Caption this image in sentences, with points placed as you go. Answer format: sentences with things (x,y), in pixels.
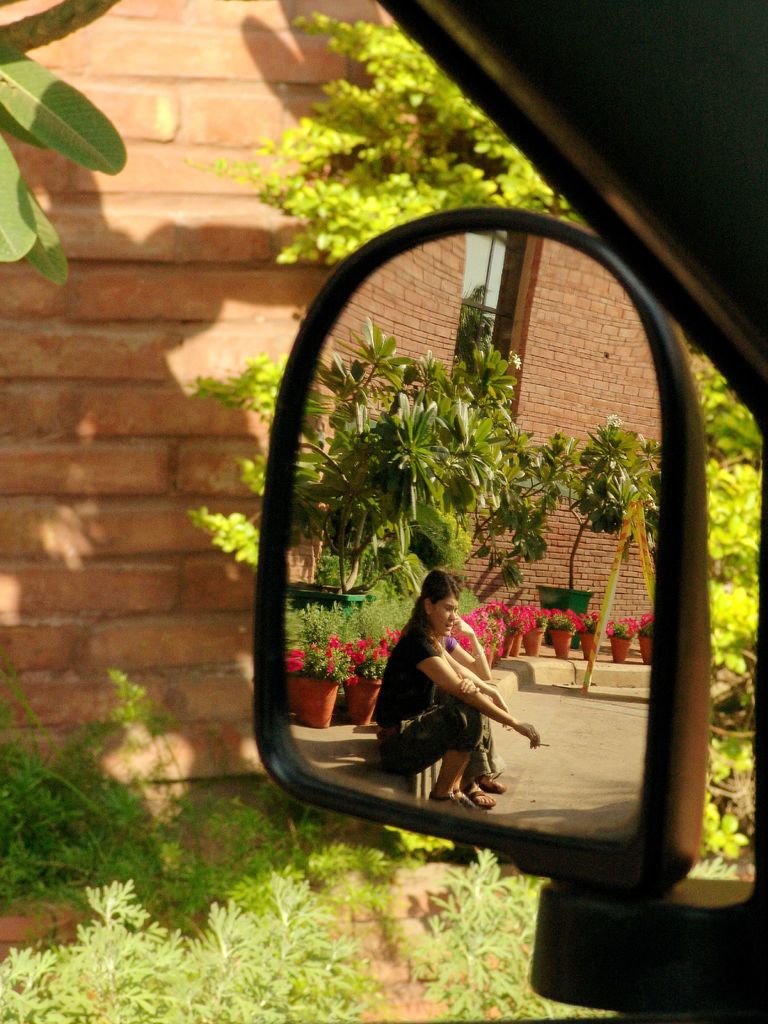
In the foreground of the image (561,706) there is a car side mirror (482,634). In which there is a reflection (383,673) of a lady (406,766) sitting, plants (383,450), wall (441,297). In the background of the image (0,310) there is wall (180,440). At the bottom of the image (226,1001) there are plants (195,907).
